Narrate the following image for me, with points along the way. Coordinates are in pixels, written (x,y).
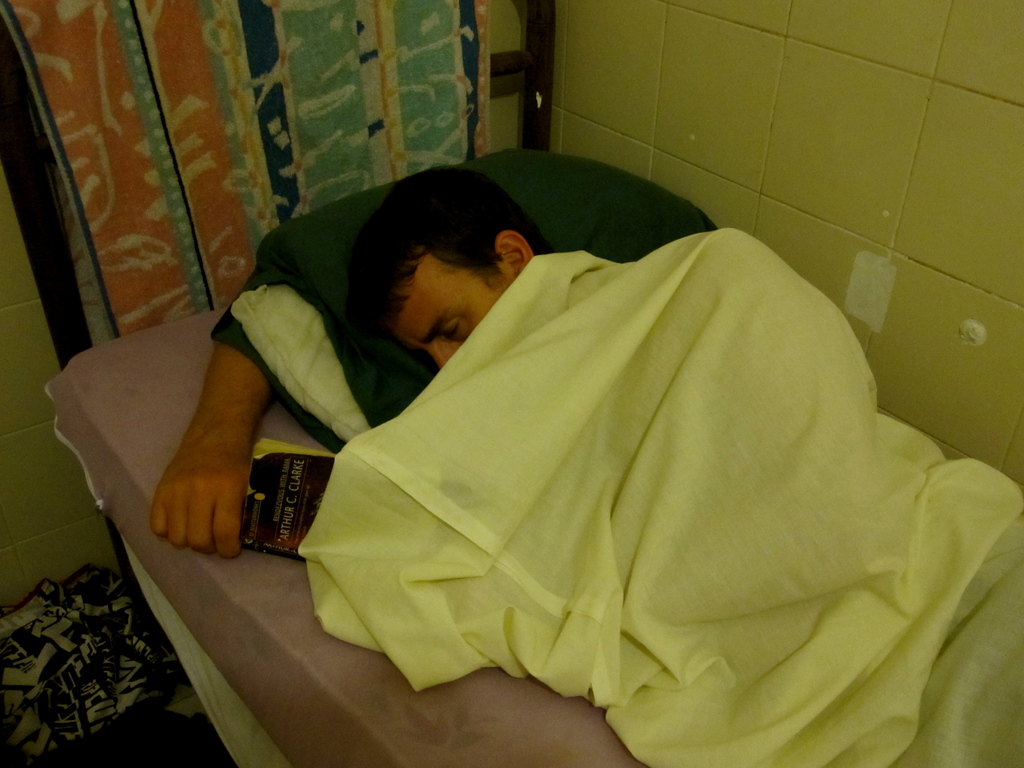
In this picture there is a man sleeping on the bed (697,589) with yellow color bed sheet (549,442) on him. Behind there is a colorful towel (417,96) on the bed frame (544,128). On the right side (687,112) there is a white color cladding tiles (844,182) on the wall (972,213).
